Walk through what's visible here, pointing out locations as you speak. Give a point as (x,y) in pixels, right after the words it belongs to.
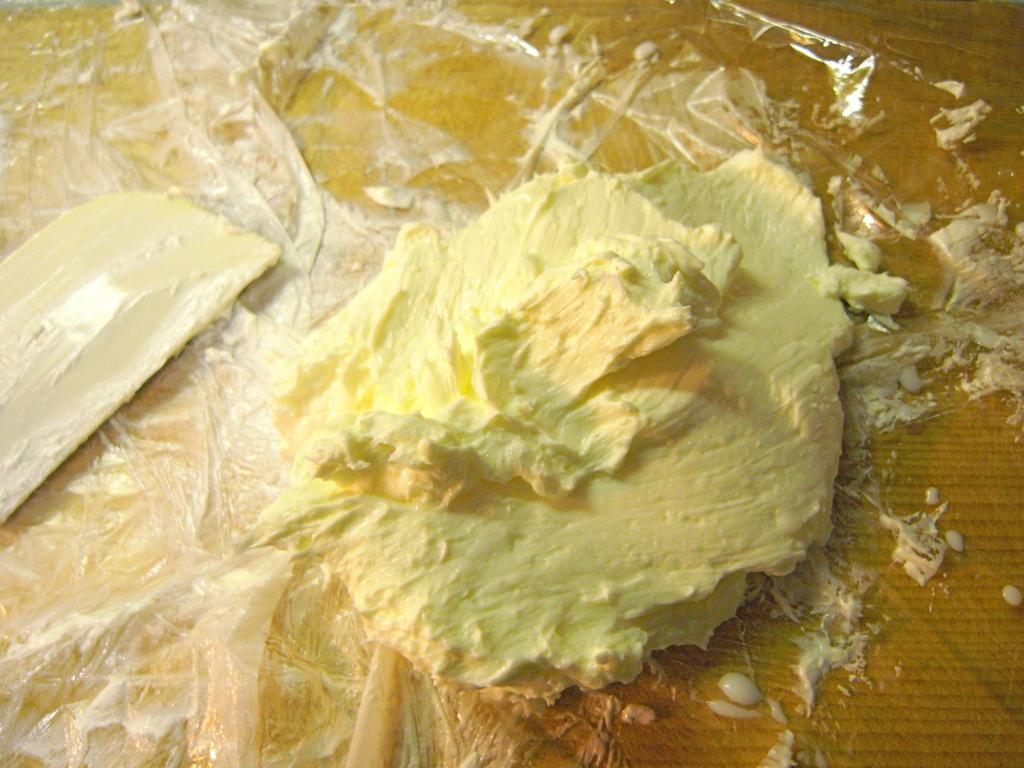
In this image I can see the butter (624,363) in yellow and cream color. It is on the plastic-cover (838,116). The cover (497,65) is on the brown color surface (946,65).
